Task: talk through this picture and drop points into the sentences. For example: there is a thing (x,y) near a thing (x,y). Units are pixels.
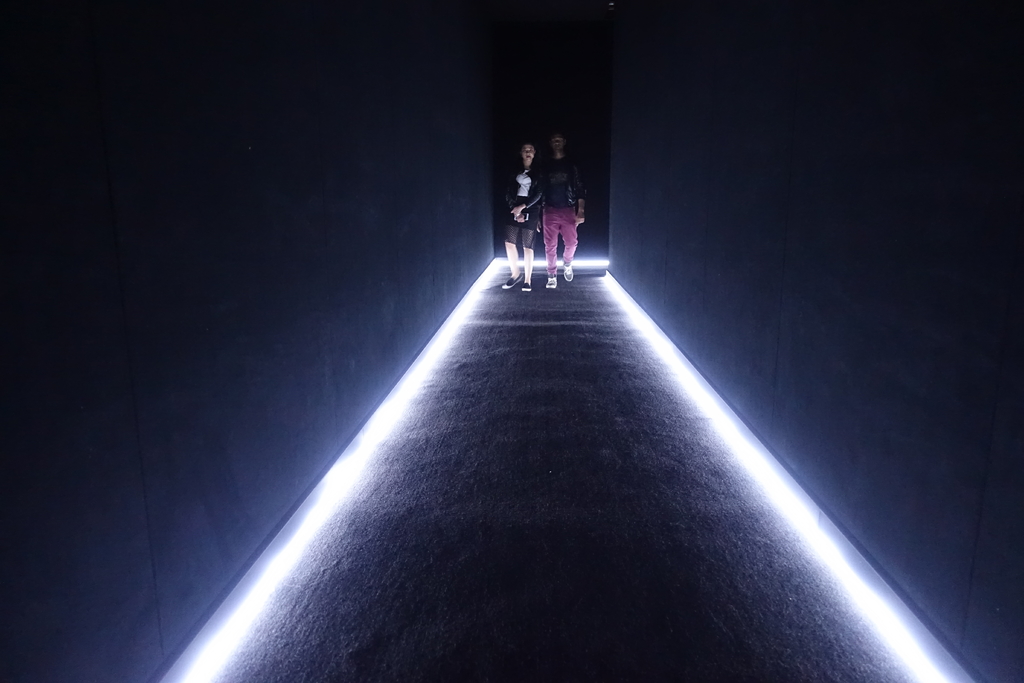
In this image I can see two people (520,171) are standing. I can also see lights (236,631), walls (716,248) and I can see this image is little bit in dark.
